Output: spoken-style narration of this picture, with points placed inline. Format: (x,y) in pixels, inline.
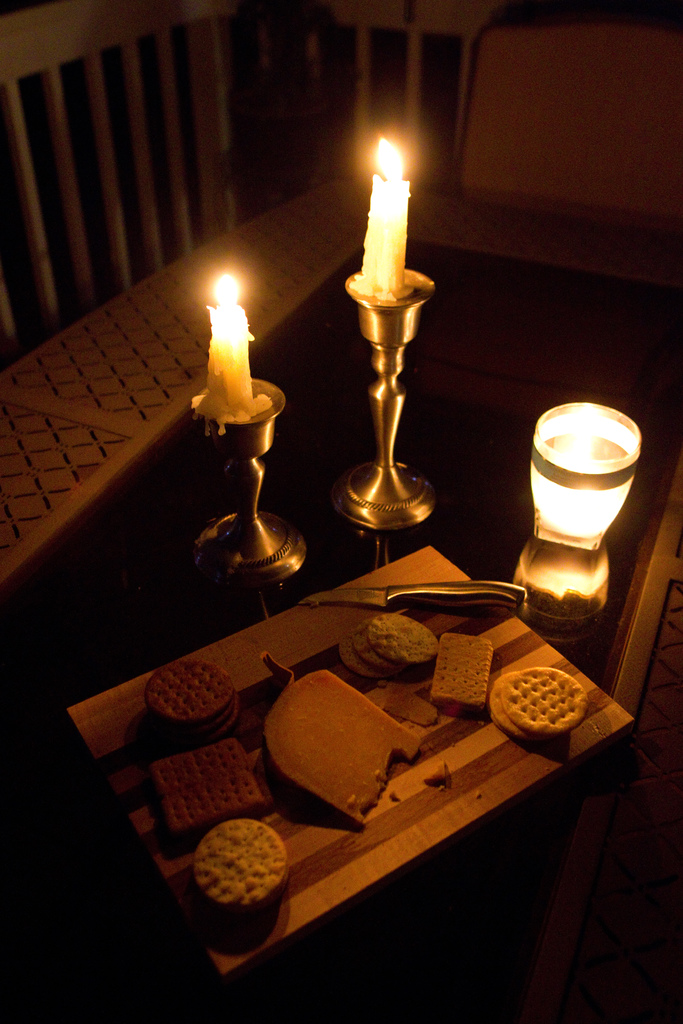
In this picture we can see biscuits (252,864), cheese (320,721), knife (480,602) and candles (395,259) on the table (371,373).
